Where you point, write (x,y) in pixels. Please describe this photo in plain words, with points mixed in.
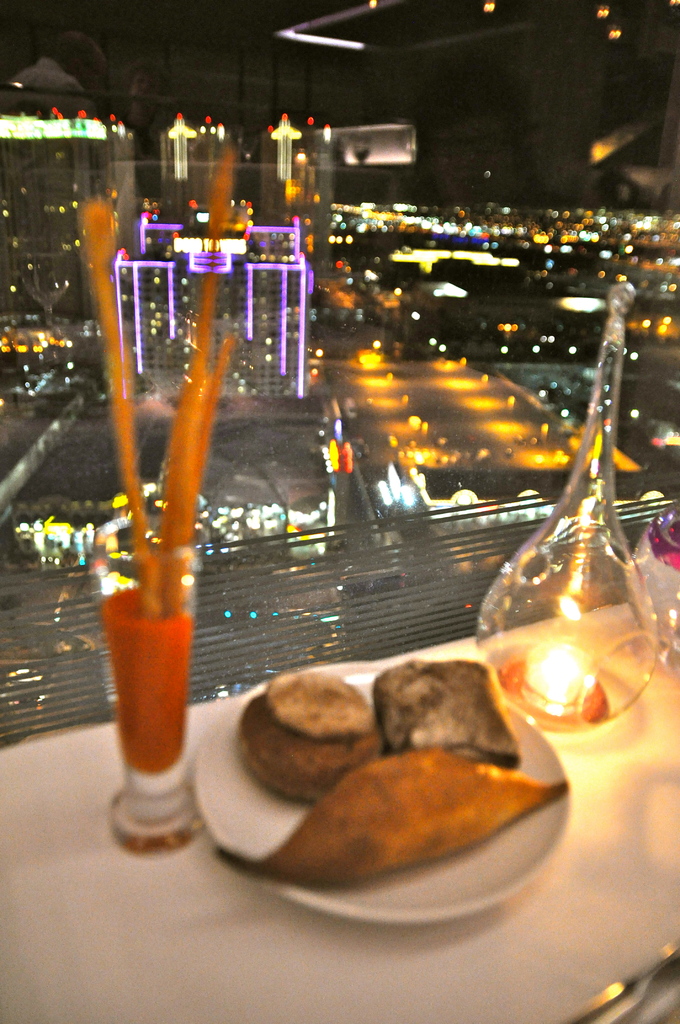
In this image there is a table (570,981). On the table (135,971) there are cutlery (664,972), a plate (346,906), a glass (156,582) and a candle (553,566). There is food (365,746) on the plate (351,726). There is juice (142,656) in the glass (129,604). Behind the table (60,854) there is a railing (353,563). Behind the railing (326,552) there are buildings (251,279) and lights (280,159).
